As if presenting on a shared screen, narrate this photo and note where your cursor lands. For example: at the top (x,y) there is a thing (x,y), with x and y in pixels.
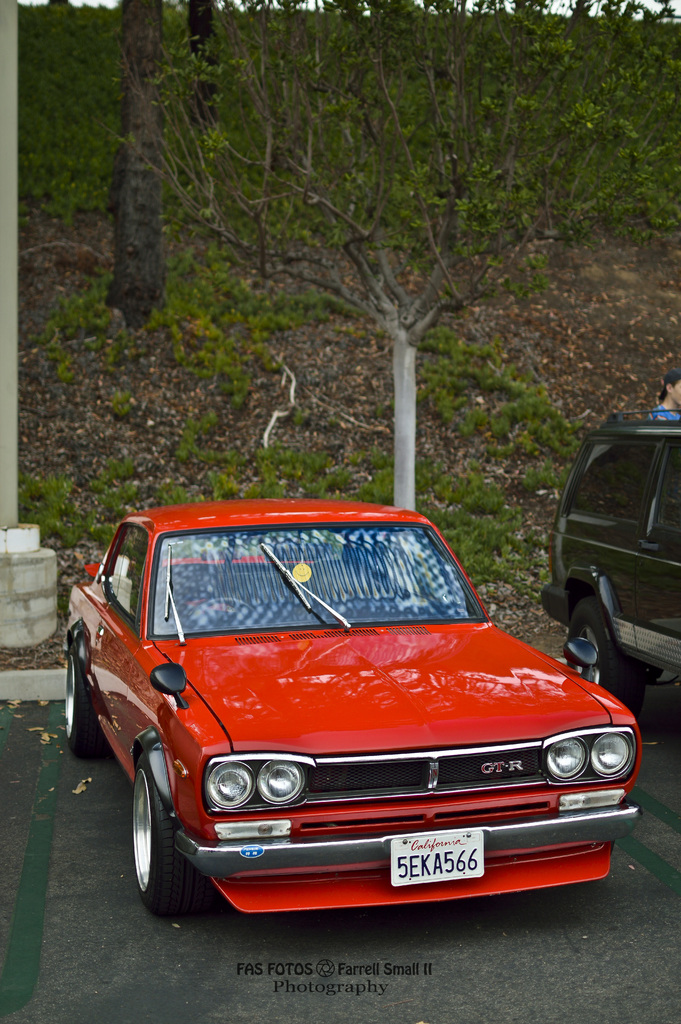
In this picture we can see a red color car (397,778) and a vehicle (666,575), in the background (312,278) there are some trees (368,72), we can see some plants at the bottom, we can see a person (670,409) on the right side (665,408).
